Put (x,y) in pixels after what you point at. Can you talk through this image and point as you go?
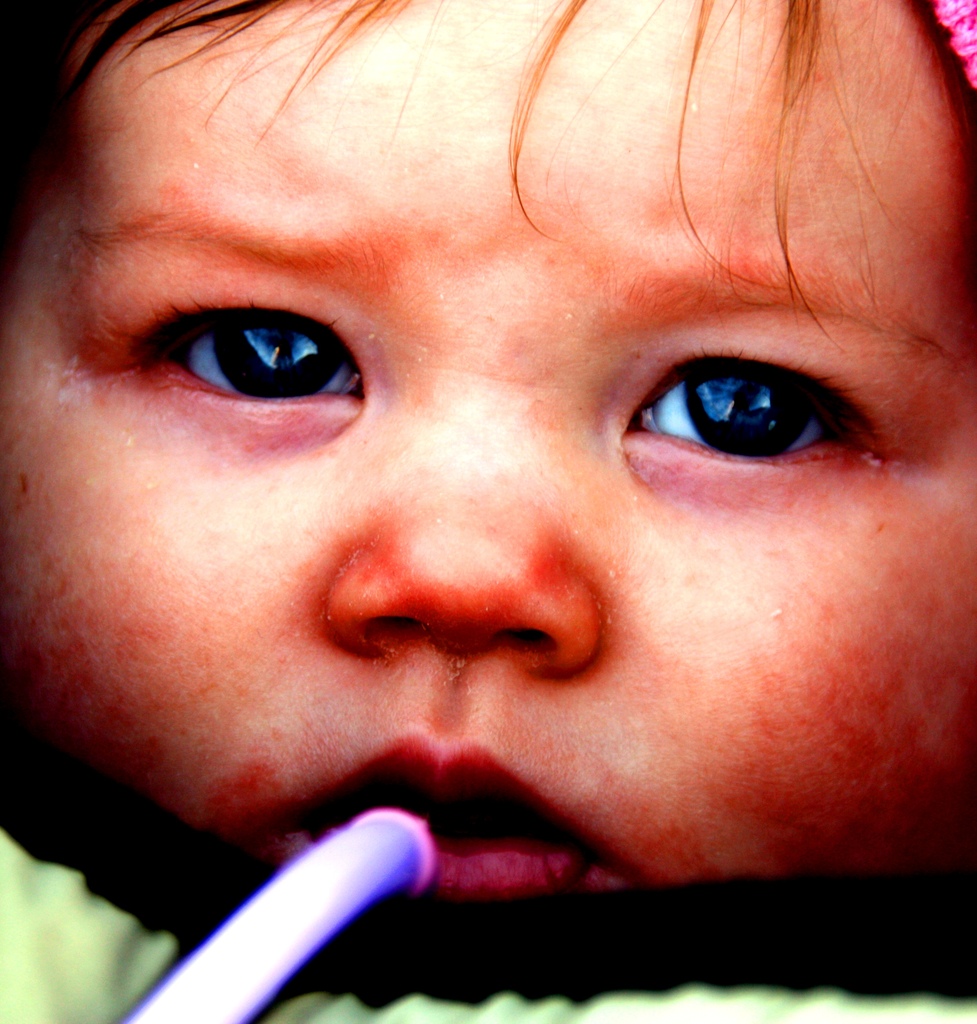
In this image we can see a baby (272,626) and a straw (315,873) in her mouth (482,831).
